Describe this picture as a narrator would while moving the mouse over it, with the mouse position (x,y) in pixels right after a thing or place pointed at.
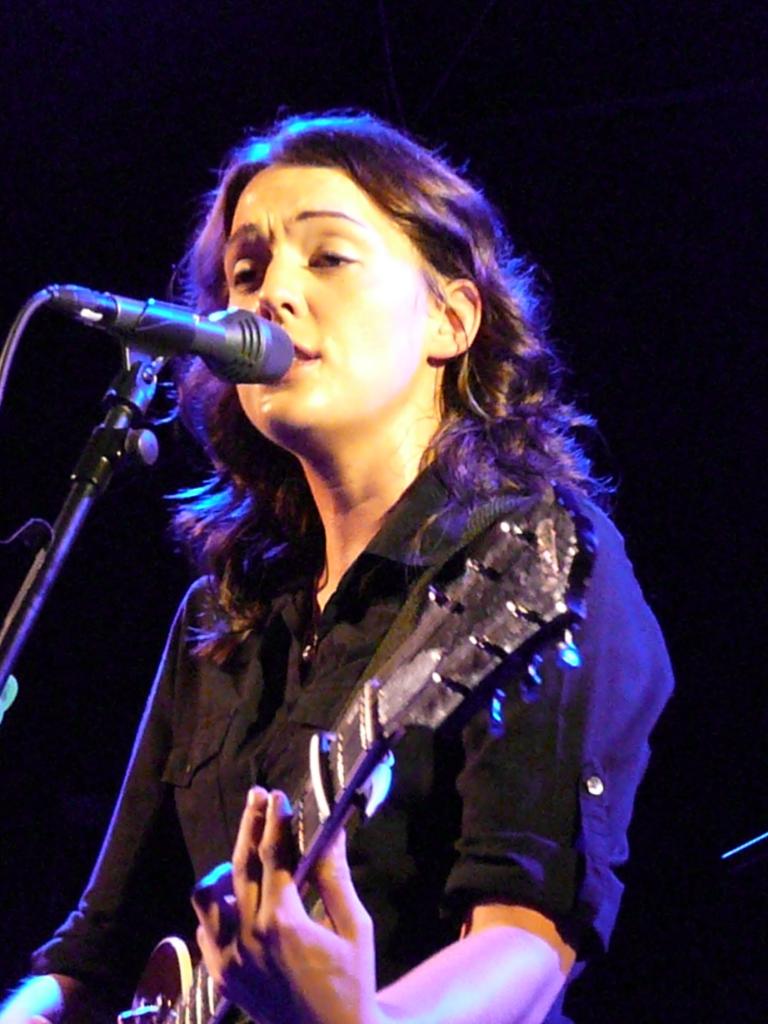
In the image we can see there is a woman (286,955) standing and she is holding a guitar (340,792) in her hand (334,840). In front of her there is a mic (230,351) with a stand (19,641).
